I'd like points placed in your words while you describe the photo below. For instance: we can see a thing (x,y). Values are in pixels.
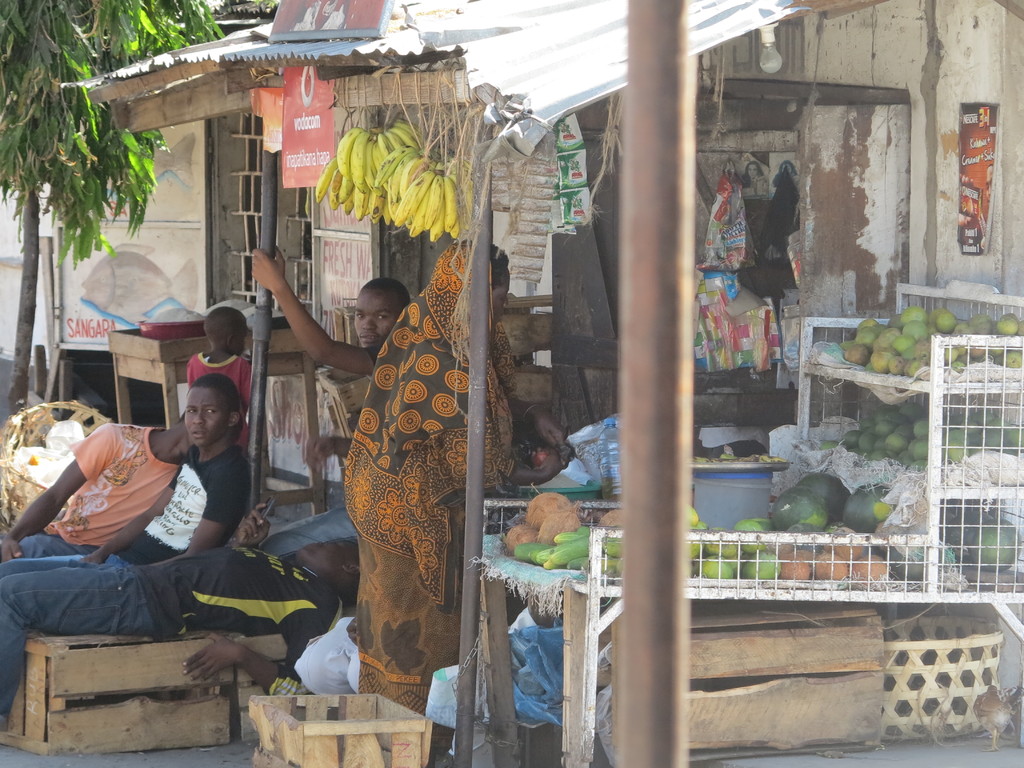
In this image I can see a shop (866,213), in the shop (349,276) I can see persons (409,559), boxes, fruits (993,441) and packets (561,173) and beside the shop (384,277) I can see tree (44,166).
